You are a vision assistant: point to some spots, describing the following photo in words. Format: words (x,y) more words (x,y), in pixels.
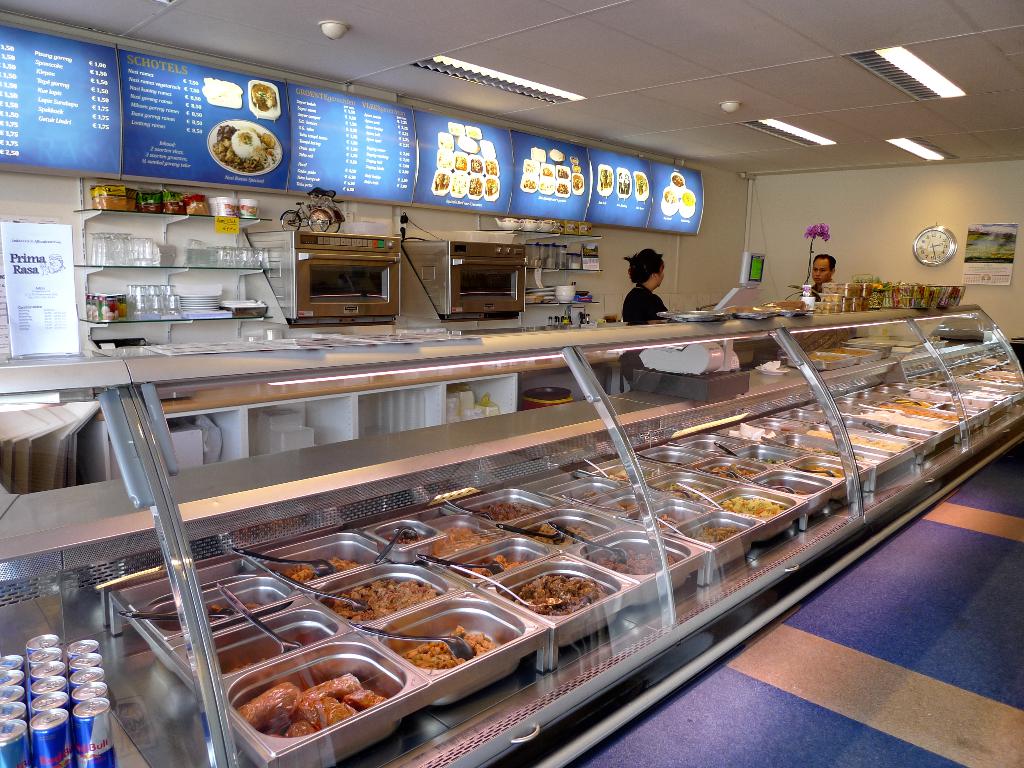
In the middle of the image (400,463) we can see a table (466,739), on the table (679,679) we can see some dishes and tins (47,735). Behind the table (859,311) two persons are standing. Behind them we can see a wall (1021,183), on the wall (1021,183) we can see a banner (449,158) and cupboard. In the cupboard (121,195) we can see a glasses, jars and plates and we can see poster (972,229) and clock (940,250). At the top of the image (935,8) we can see ceiling (709,105) and lights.
